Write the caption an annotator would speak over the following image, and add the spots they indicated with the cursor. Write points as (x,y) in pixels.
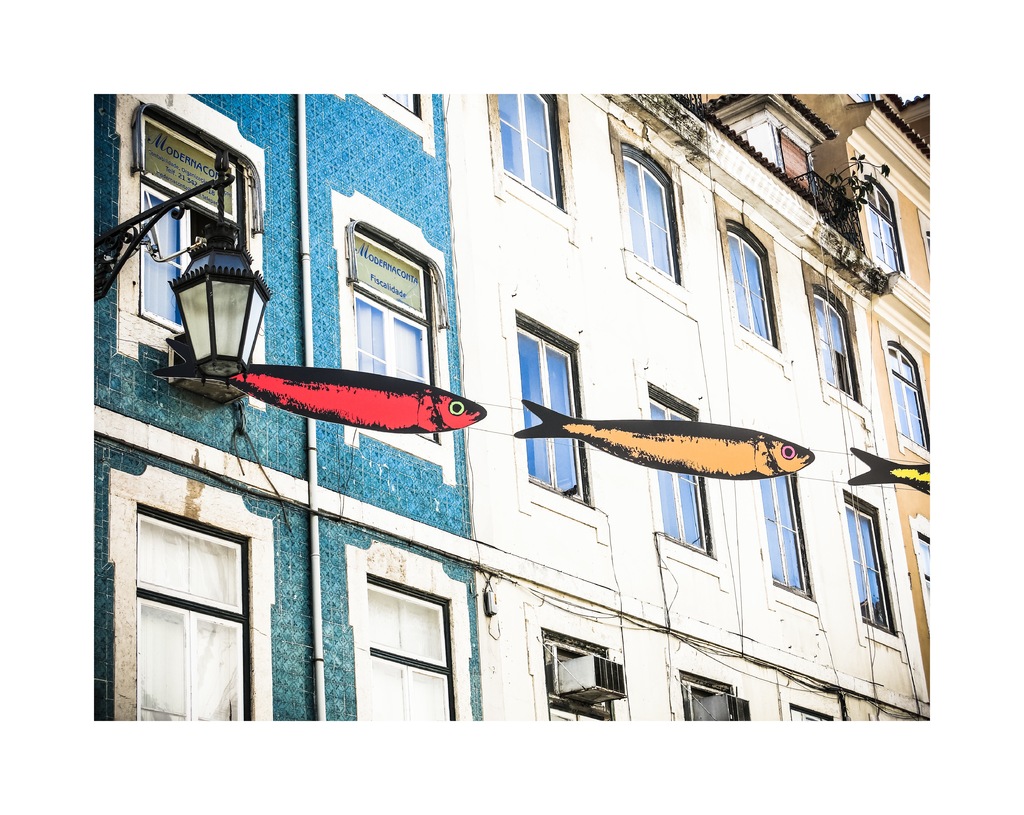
In this image, we can see some buildings (429,285). We can also see a light (256,288) and some boards (192,179) with text (208,170). We can also see some objects (586,433) attached to the rope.
